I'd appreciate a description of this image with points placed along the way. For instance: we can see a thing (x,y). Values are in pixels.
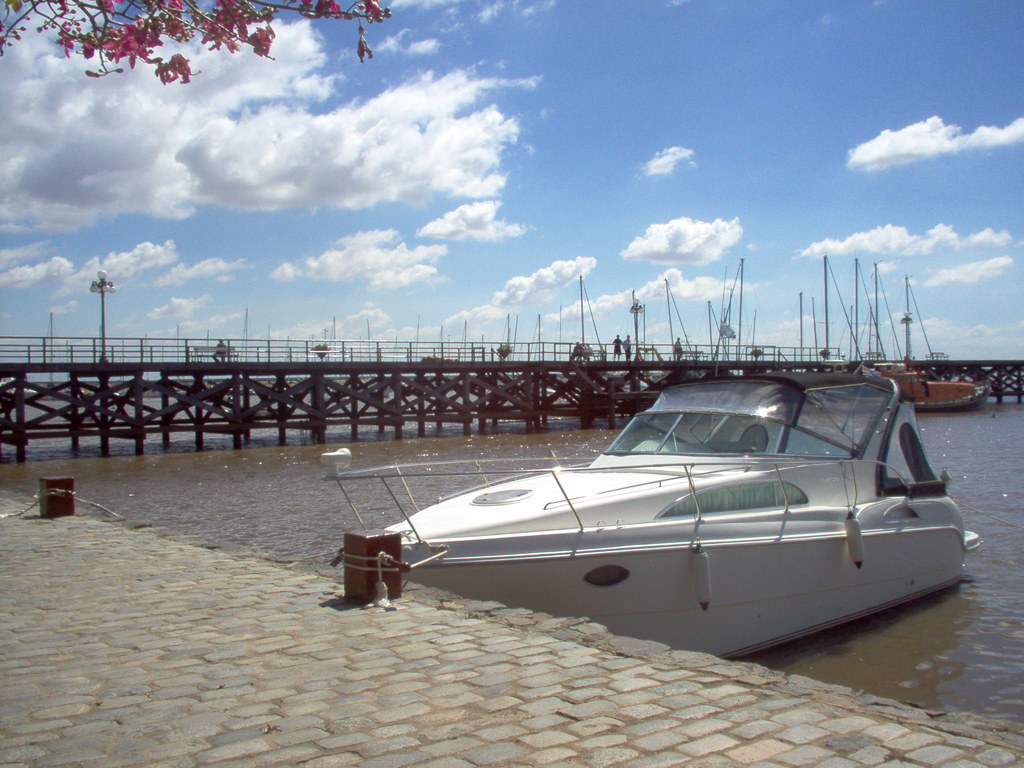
In this image there is a white color ship (723,549) is on the Sea (307,490) as we can see on the right side of this image (1013,581). There is a bridge (214,388) in the background (376,385). There is a sky (442,210) on the top of this image (515,185). There are some leaves (105,66) on the top left corner of this image (138,36). There is a floor (153,594) in the bottom of this image (307,664).
